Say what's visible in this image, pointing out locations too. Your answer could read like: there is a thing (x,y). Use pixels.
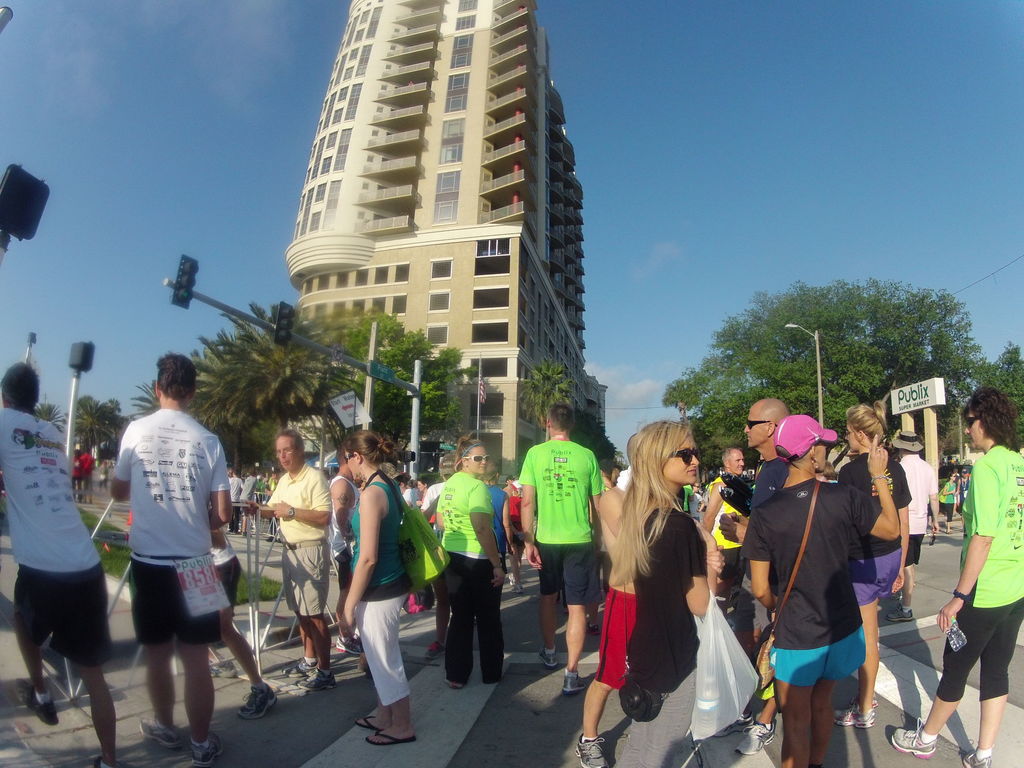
In this image we can see some people (676,607) on the road (933,574) and we can see the traffic lights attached to the pole (166,282) and there are few people (14,386) standing near the fence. We can see some trees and there is a building (452,286) and at the top (993,233), we can see the sky (826,170).
